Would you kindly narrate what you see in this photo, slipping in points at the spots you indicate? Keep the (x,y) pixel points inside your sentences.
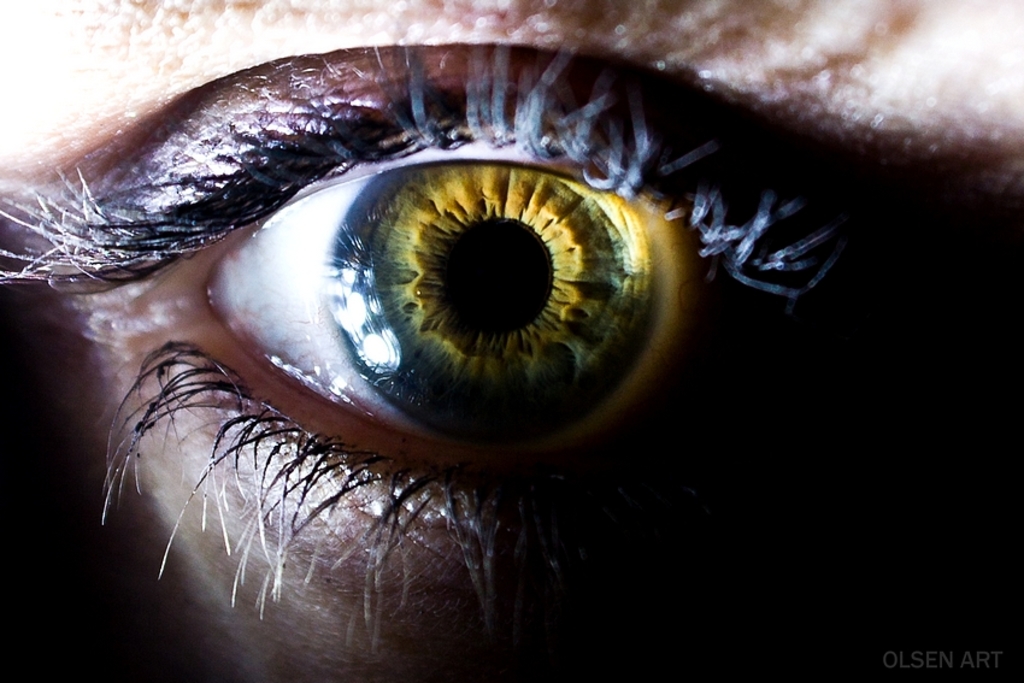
In this image I can see the human eye (449,323) which is black, white and yellow in color.
